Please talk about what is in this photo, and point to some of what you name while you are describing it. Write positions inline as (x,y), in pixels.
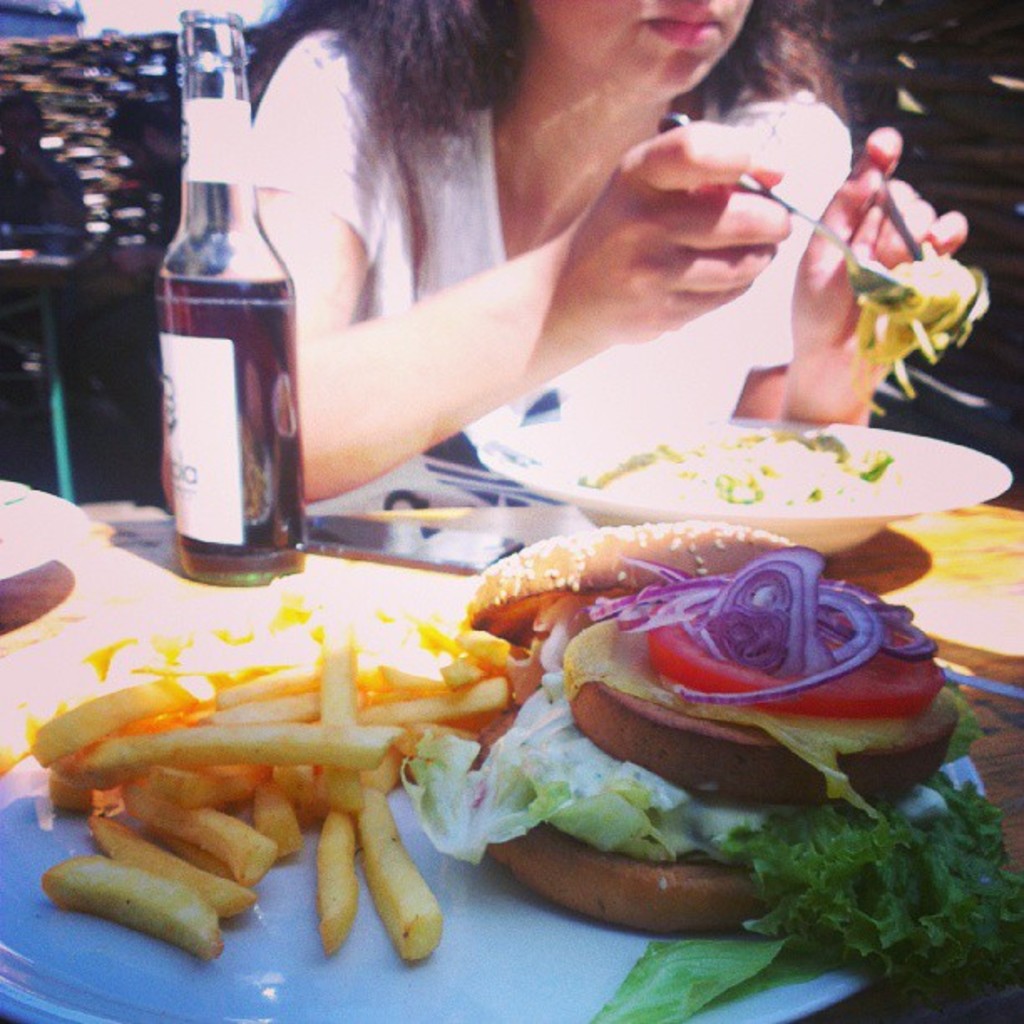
In this picture we can see a women (519,205) sitting on a chair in front of a table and she is holding a food (901,310) with spoons (876,274) in her hand (845,272). On the table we can see french fries (379,674), burger (498,775) and bottle (282,450).
